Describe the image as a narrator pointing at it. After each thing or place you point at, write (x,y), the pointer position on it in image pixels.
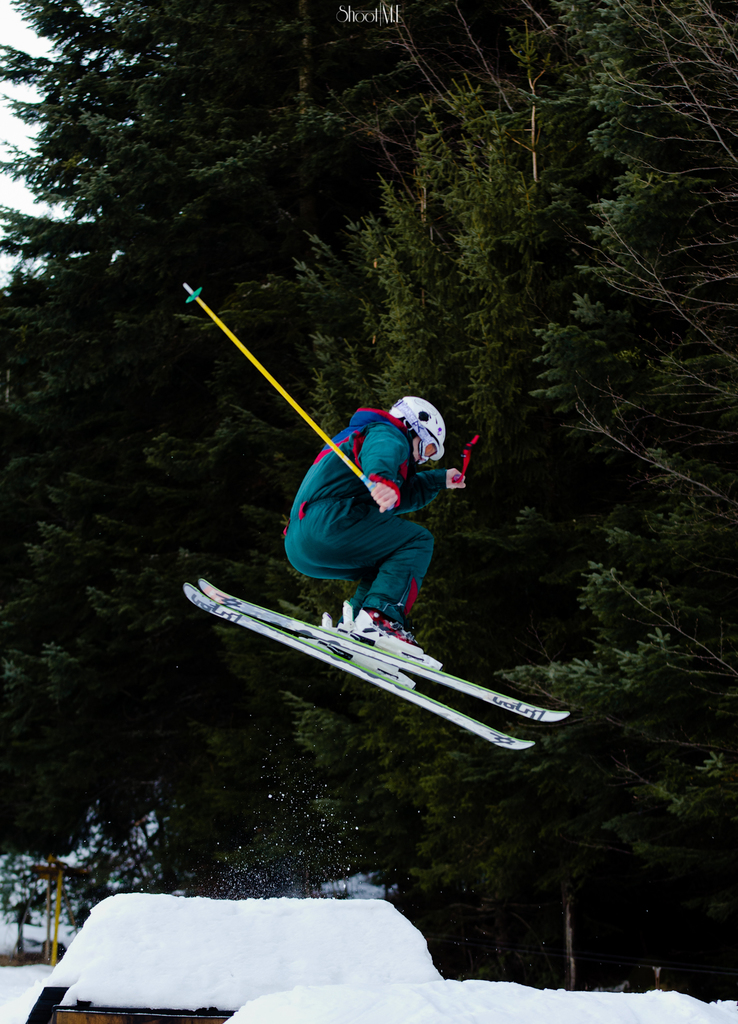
In this picture I can observe a person (347,576) standing on the two skiing boards (347,632). He is holding yellow color stick (197,293) in his hand (383,509). I can observe some snow (213,911) on the bottom of the picture (246,935). In the background (258,852) there are trees (315,244).
